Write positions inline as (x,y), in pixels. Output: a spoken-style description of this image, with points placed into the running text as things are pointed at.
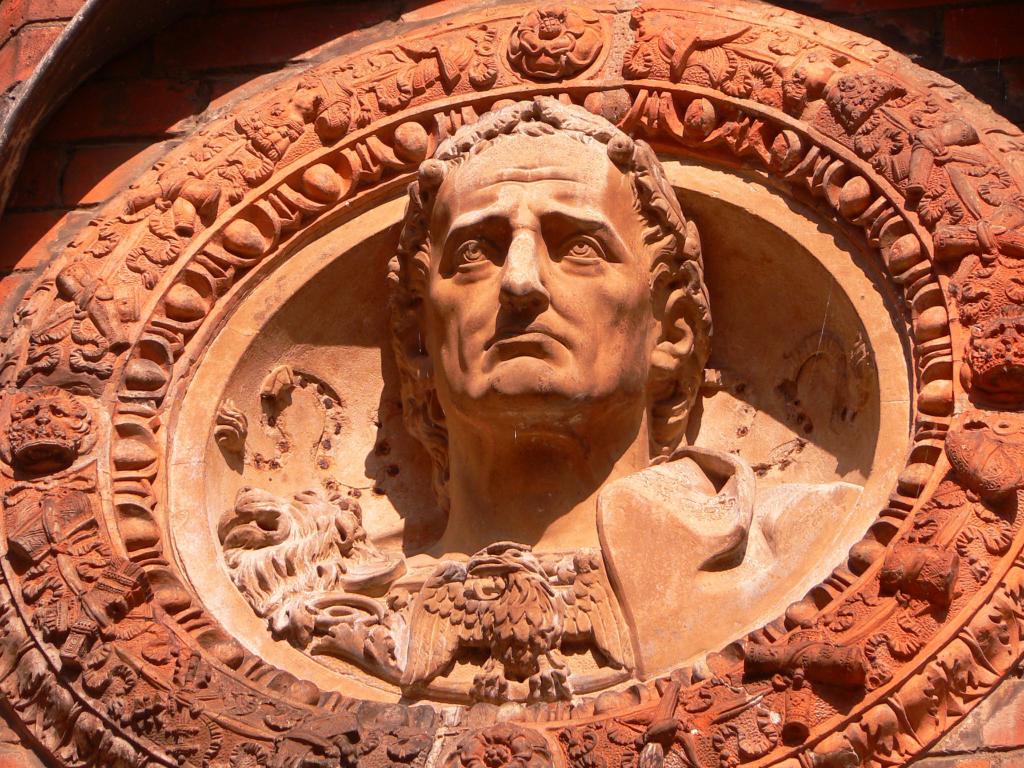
In this picture there is a sculpture of a person (489,361) which is in light orange color.
